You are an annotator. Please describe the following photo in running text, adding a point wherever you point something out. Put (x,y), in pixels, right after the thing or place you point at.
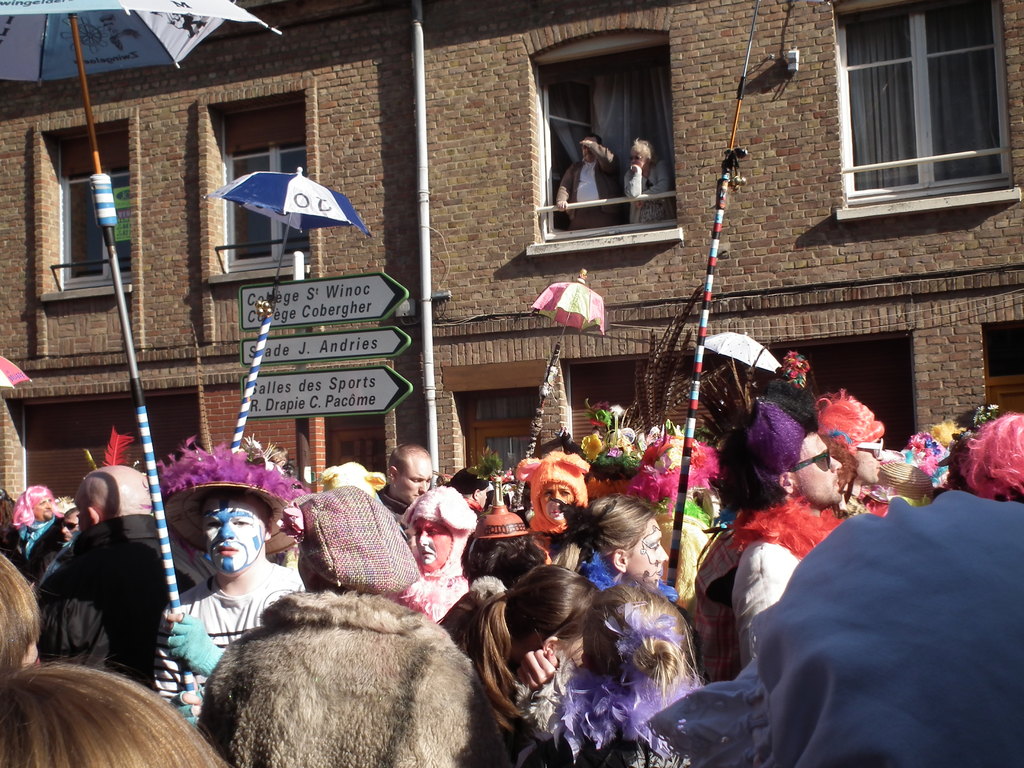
In this image, I can see a group of people (455,689) with face makeups (229,567) and fancy dresses (224,623). Among them few people (249,607) holding the sticks (166,535) with umbrellas (738,345). Behind the people (967,581), there are directional boards (314,374) to a pole (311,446). In the background (641,183), there are two persons (630,175) standing inside a building (488,251) near a window (575,188) and I can see a pipe (427,337) attached to a building wall (408,226).
